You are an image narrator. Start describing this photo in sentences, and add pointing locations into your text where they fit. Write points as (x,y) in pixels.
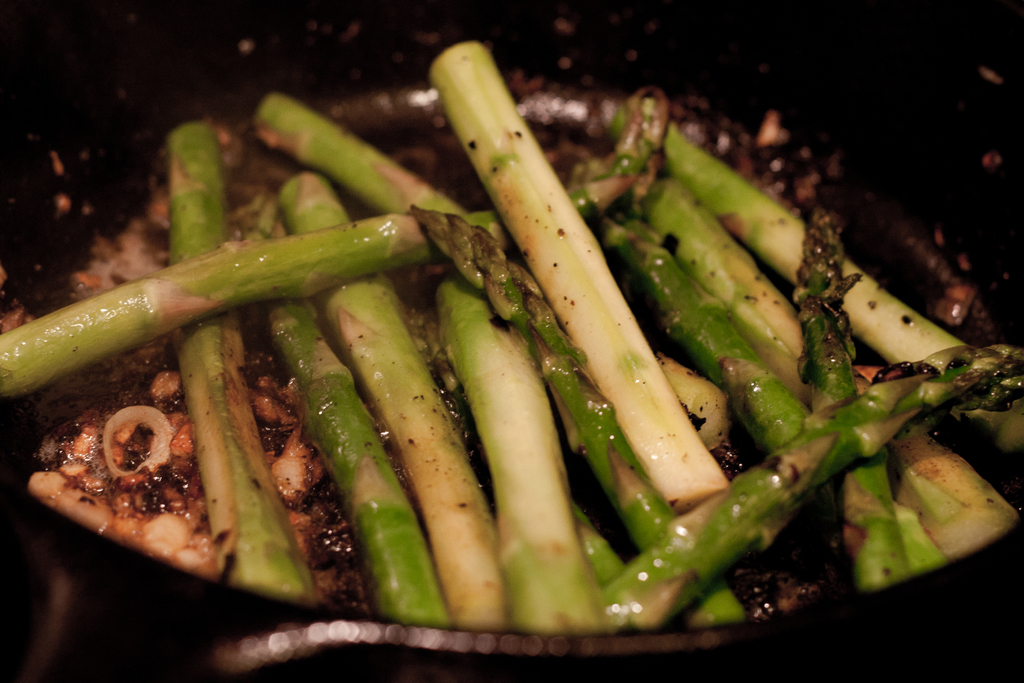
In this image we can see some food (404,400) in the pan (407,647) and the background (900,98) is dark.
